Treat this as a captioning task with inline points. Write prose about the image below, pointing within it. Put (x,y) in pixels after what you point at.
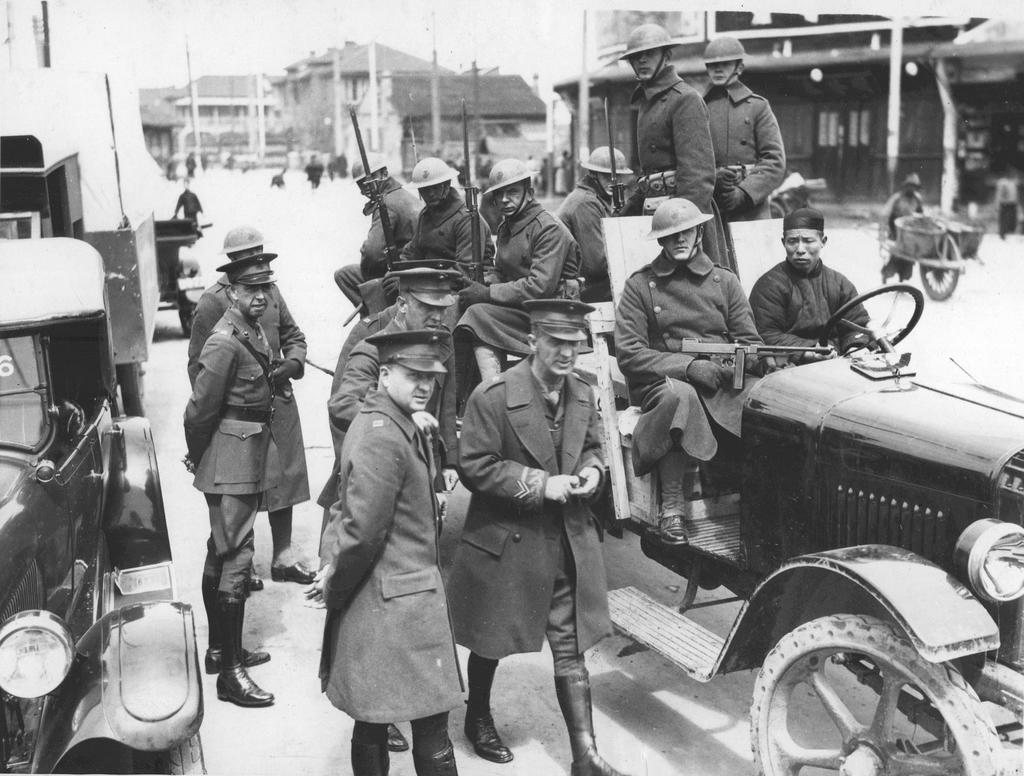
It is a black and white picture. In the center of the image (607,407) we can see a few vehicles (828,467) and a few people (366,411) are standing and they are wearing caps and they are in different costumes (348,472). On the front vehicle (842,410), we can see two persons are standing and a few people (686,401) are sitting and they are holding guns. And we can see they are wearing helmets (448,173) and they are in different costumes (710,436). In the background (449,48) we can see the sky (473,4), buildings (574,105), poles (194,112), one door (854,153), few people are standing, few people (567,167) are holding some objects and a few other objects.
